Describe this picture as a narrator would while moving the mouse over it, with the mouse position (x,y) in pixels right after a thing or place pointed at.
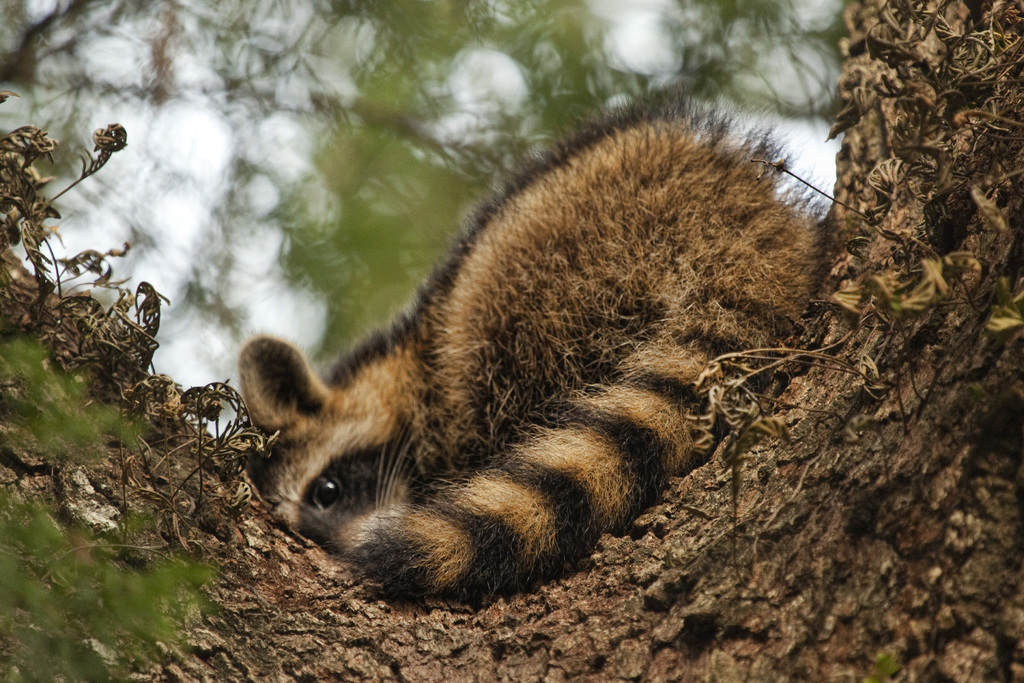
In this picture we can see a raccoon (457,460) on the tree (669,616), in the background (292,207) we can see the sky (232,134) and leaves (420,66).
